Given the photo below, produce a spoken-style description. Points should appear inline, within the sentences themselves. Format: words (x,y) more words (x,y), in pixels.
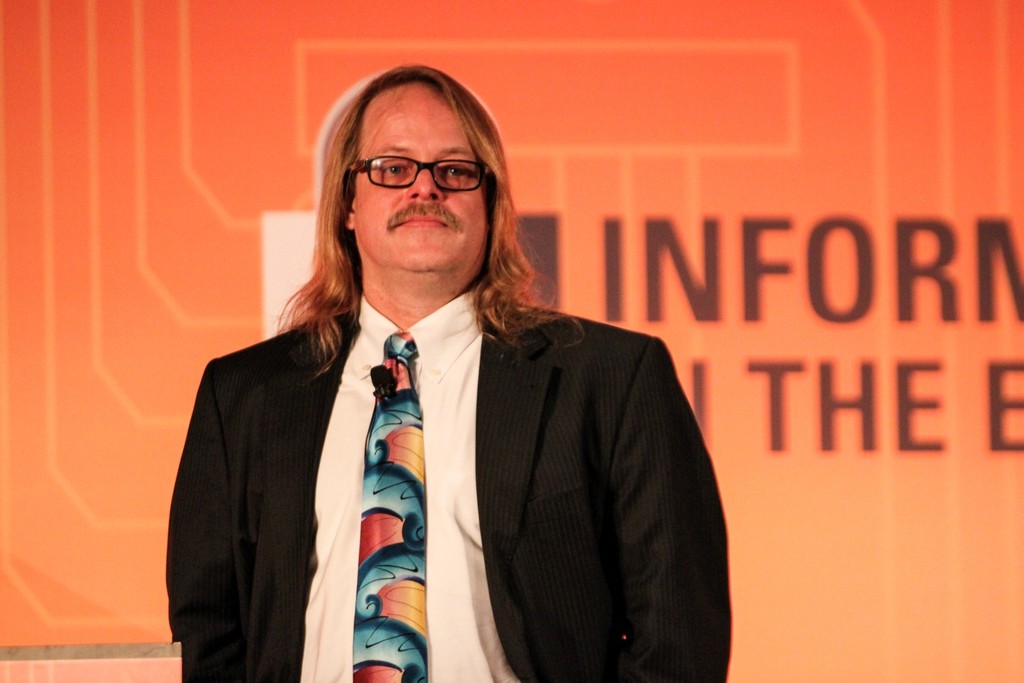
In this image we can see a man (445,588) standing and there is a screen (219,141) at the background (995,76).
